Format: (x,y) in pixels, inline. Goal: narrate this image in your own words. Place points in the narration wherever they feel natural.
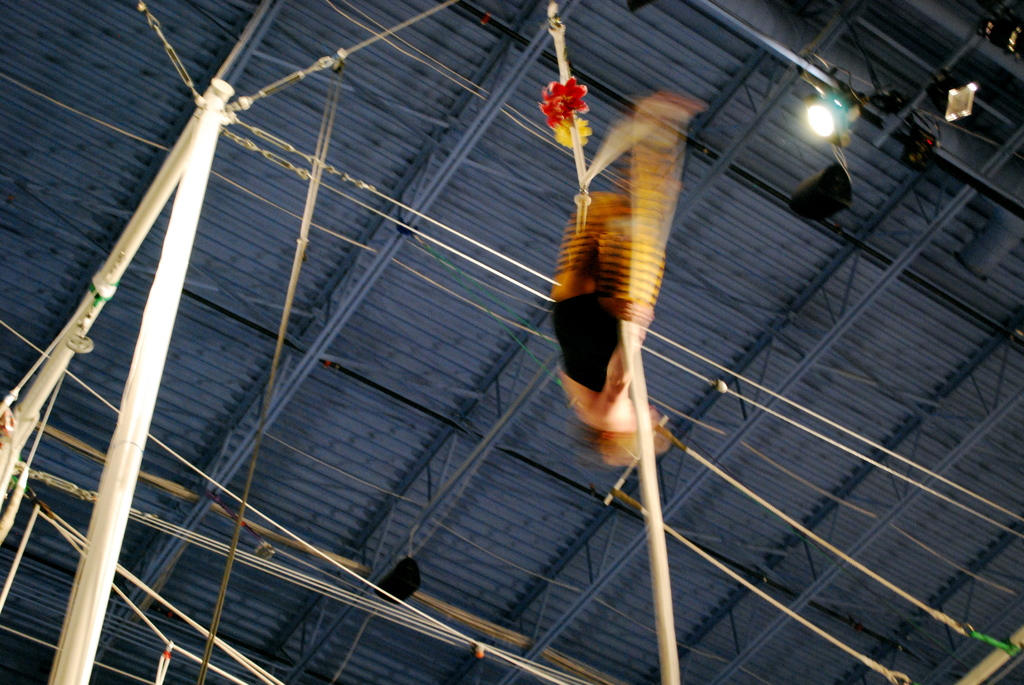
In the center of the picture (640,342) there is a person (580,257) performing acrobatics. On the left (169,261) there are iron poles (189,133). In the center of the picture (430,247) there are ropes (346,241) and cables (397,599). At the top (848,108) there is a light (815,124) and there is ceiling (792,485).
